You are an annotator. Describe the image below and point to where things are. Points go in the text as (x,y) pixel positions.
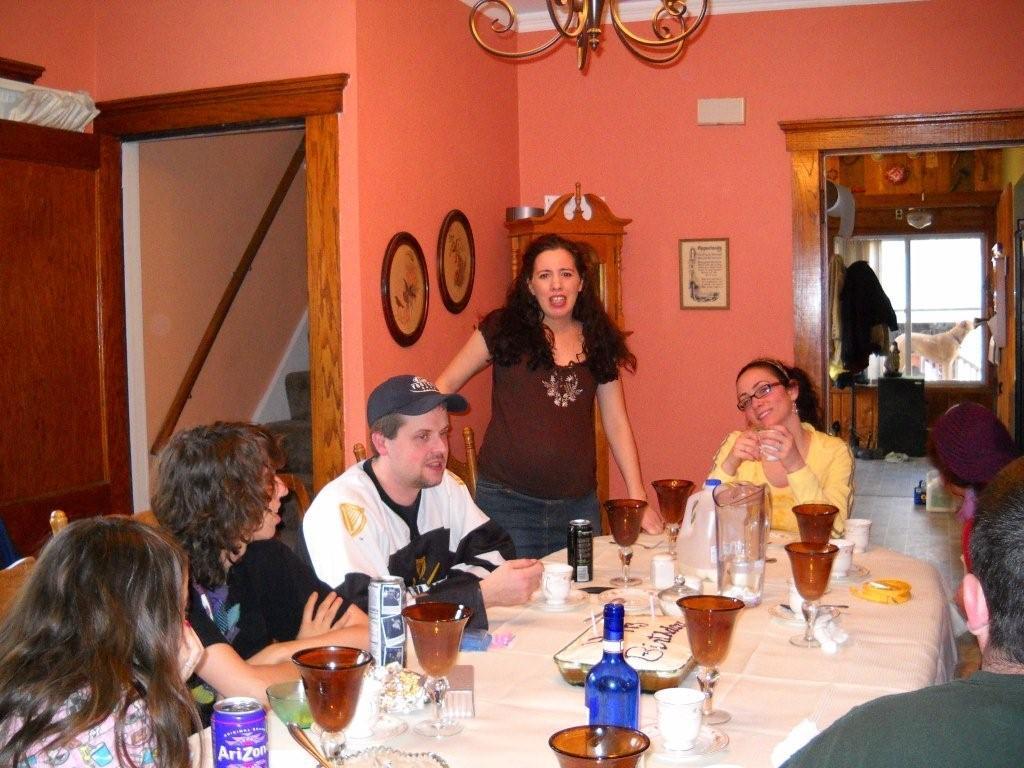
in this image i can see a group persons (482,479) sitting on the chair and her mouth (564,304) was open and there are the photo frames (409,260) attached to the wall (343,226) and stair case (290,405) on the house (146,370). there is a window (947,327) on the right corner (937,349), through window (975,349) i can see a dog (938,357).
